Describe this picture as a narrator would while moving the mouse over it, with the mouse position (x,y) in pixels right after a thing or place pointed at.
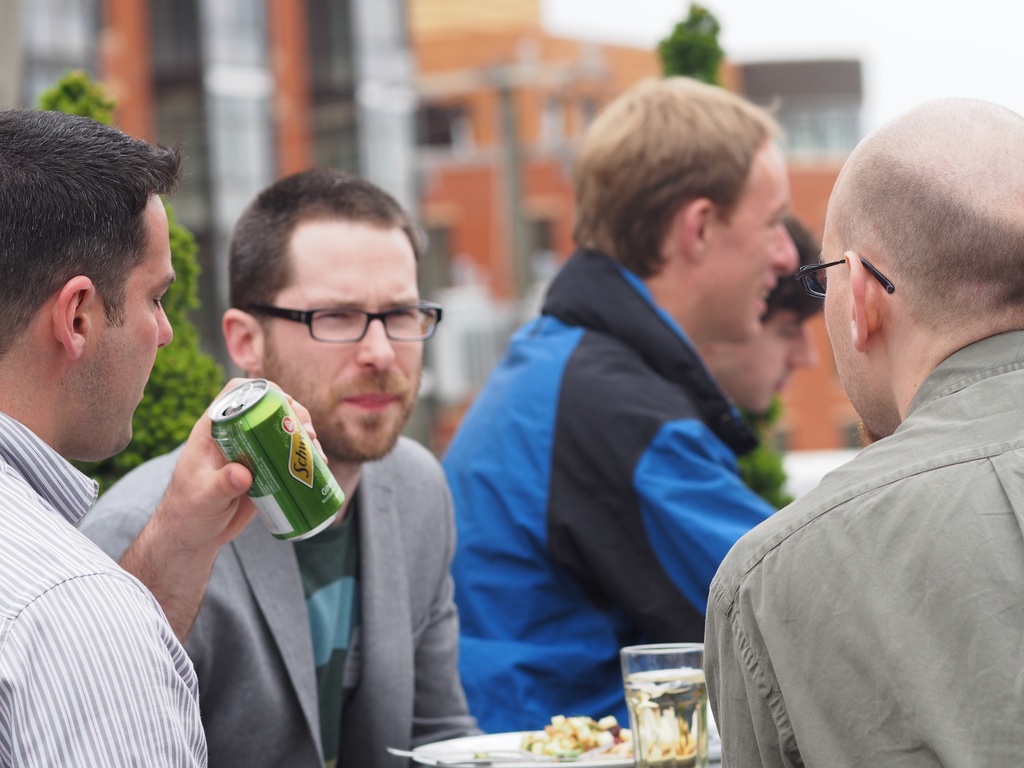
In this picture we can see a group of people (730,601) where two of them wore spectacles (307,315), plate (474,743) with food (595,720) on it, tin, glass (652,723), trees (147,407) and in the background (457,193) we can see buildings (564,111) and it is blur.
